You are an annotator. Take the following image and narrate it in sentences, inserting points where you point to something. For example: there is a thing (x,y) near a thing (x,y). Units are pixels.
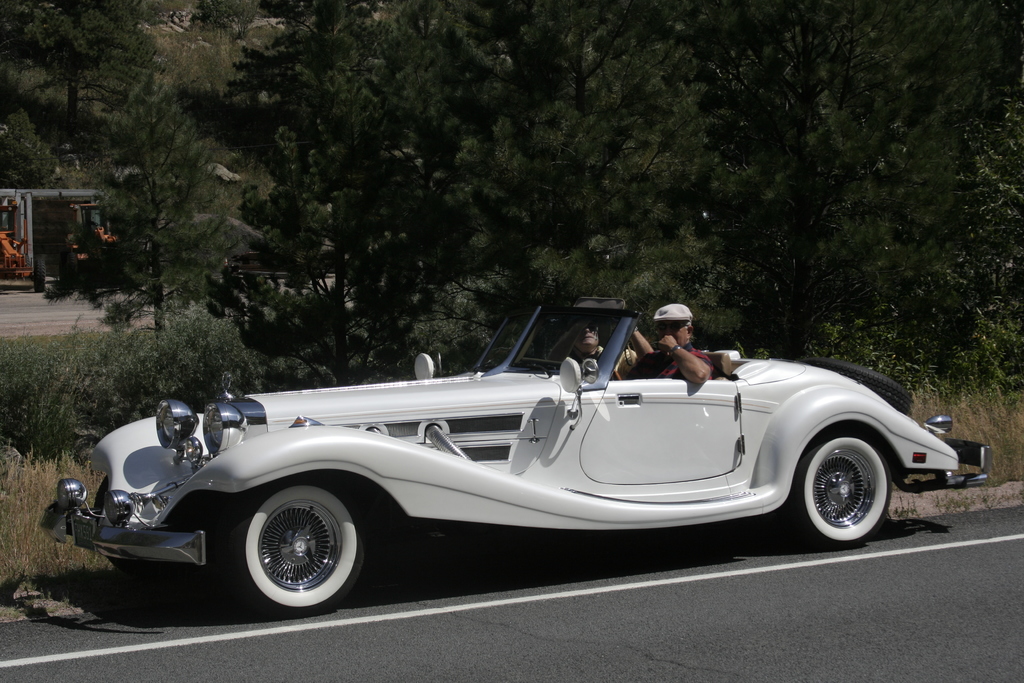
In this white car (497,393) 2 persons (649,355) are sitting. These are trees (539,205).
